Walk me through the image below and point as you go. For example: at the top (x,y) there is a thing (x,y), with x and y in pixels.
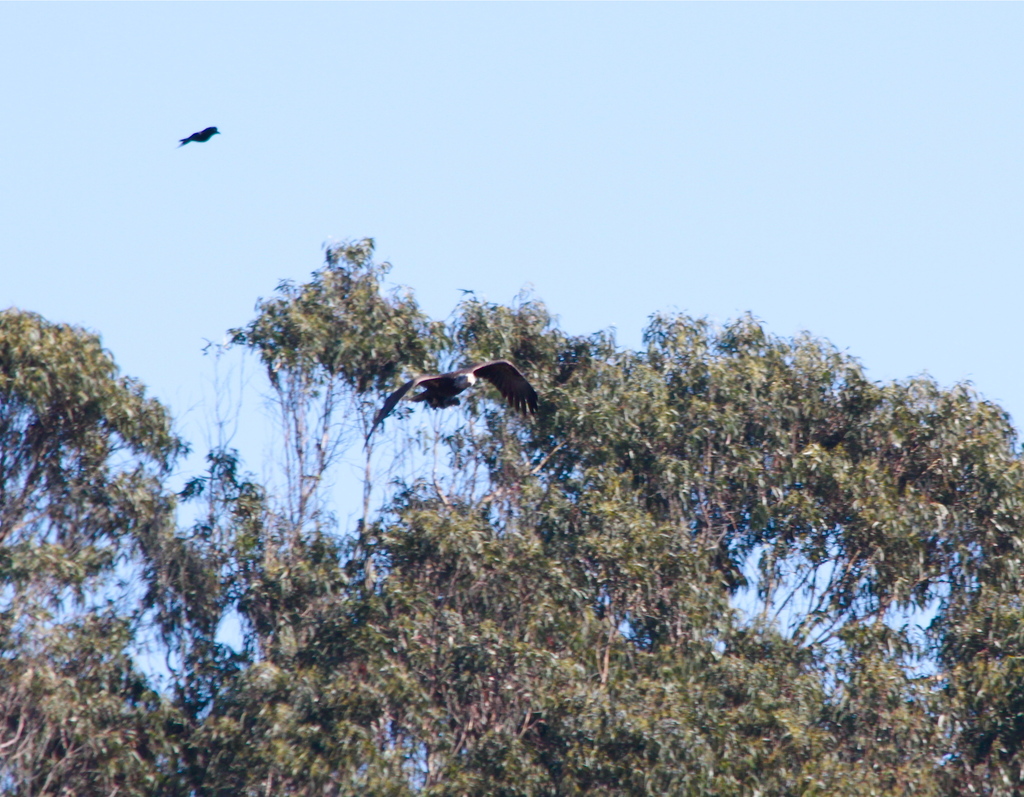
In the image there are two birds (449,394) flying in the air (419,429), in the background (449,557) there is a tree (642,685) and above its sky (362,144).
